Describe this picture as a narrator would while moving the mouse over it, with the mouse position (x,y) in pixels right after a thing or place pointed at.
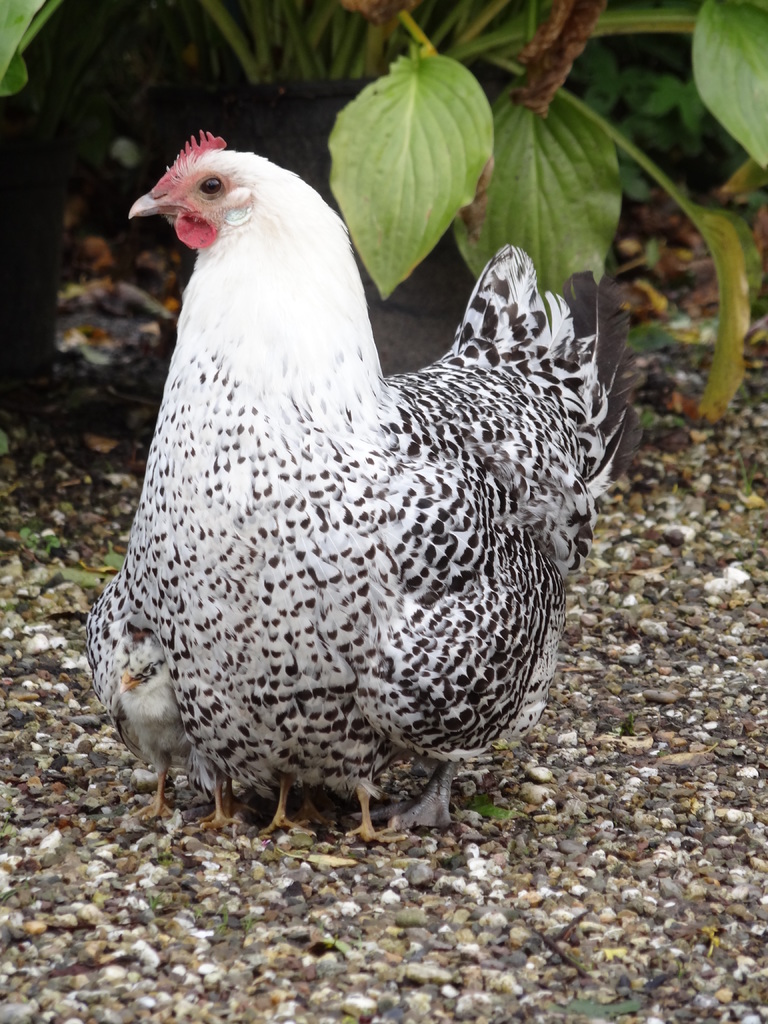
In the image we can see a hen (374,462), white, black and pink in color. There are even chicks (168,742), this is a sand (74,732) and leaves (377,229).
